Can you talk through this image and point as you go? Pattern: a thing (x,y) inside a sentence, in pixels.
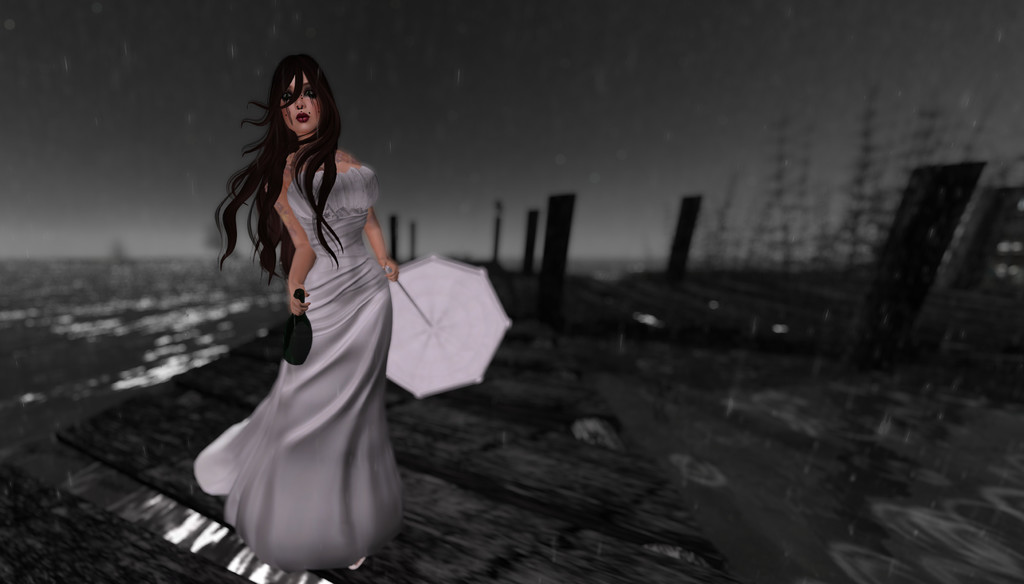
This is an edited image. In this picture, we see an illustration of the woman (330,331). She is holding a glass bottle (294,347) in one of her hands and she is holding a white umbrella (410,278) in the other hand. In the background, there are poles (547,249) and pillars (674,253). On the left side (210,336), there is water (185,356). This picture is blurred in the background (705,257). At the top (655,105), we see the sky (595,248).
